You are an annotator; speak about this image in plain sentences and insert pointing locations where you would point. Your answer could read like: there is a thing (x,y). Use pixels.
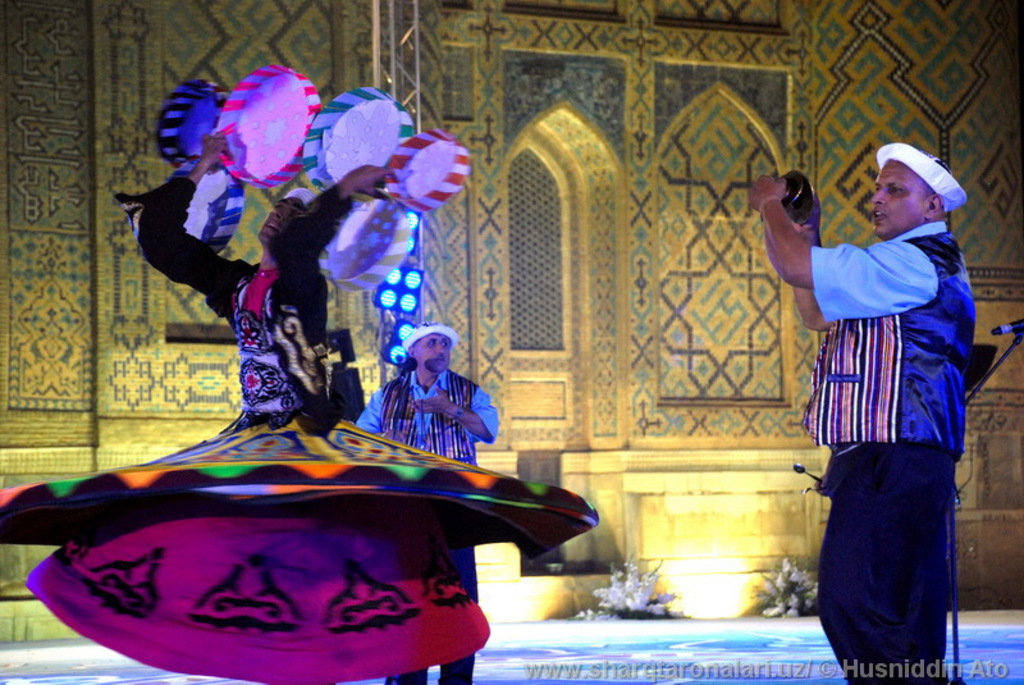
In this image, we can see people (431,335) wearing costumes (835,349) and one of them is performing dance and holding hand drums (343,162). In the background (359,75), there is a stand (410,69) and we can see a wall (670,325). At the bottom (593,623), there are flowers (639,604), stage (588,665) and we can see some text (711,666) and on the right (837,284), we can see a person (812,227) holding an object (803,216) and there is a mic stand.
